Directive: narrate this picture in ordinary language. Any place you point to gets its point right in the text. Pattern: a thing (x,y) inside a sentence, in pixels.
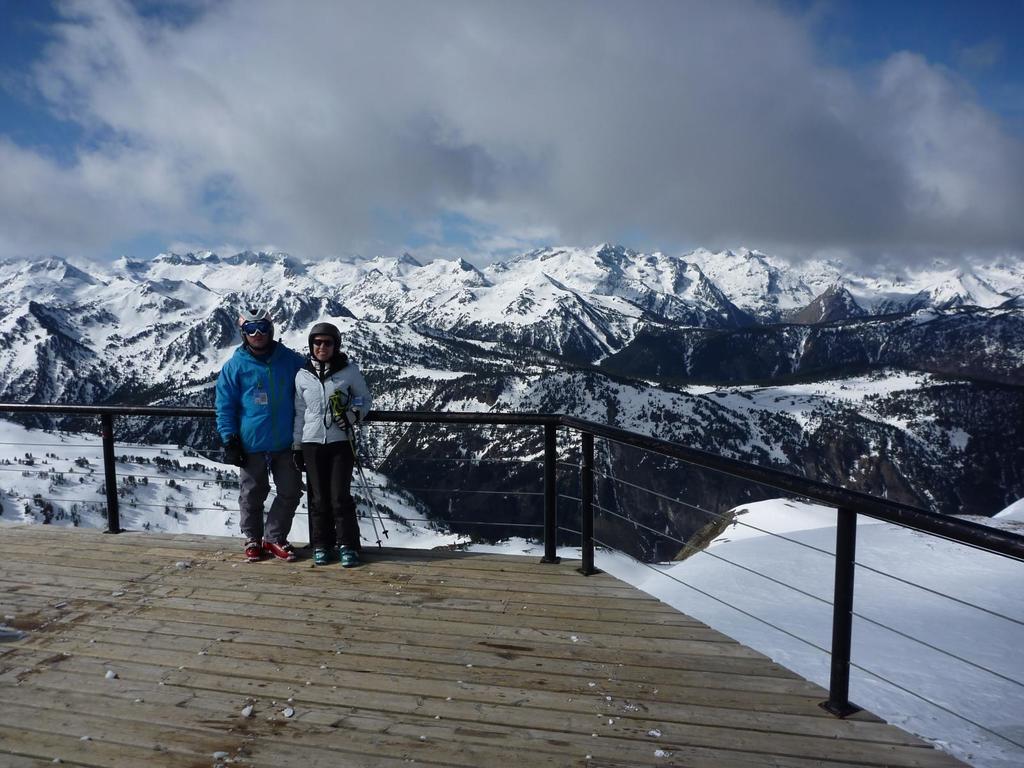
There are two people (340,454) standing and wore helmets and glasses (264,333) and this person (351,465) holding sticks (363,477) and here we can see fence (504,460). In the background (518,446) we can see hills (298,261) covered with snow (680,278) and sky (549,76) is cloudy.
